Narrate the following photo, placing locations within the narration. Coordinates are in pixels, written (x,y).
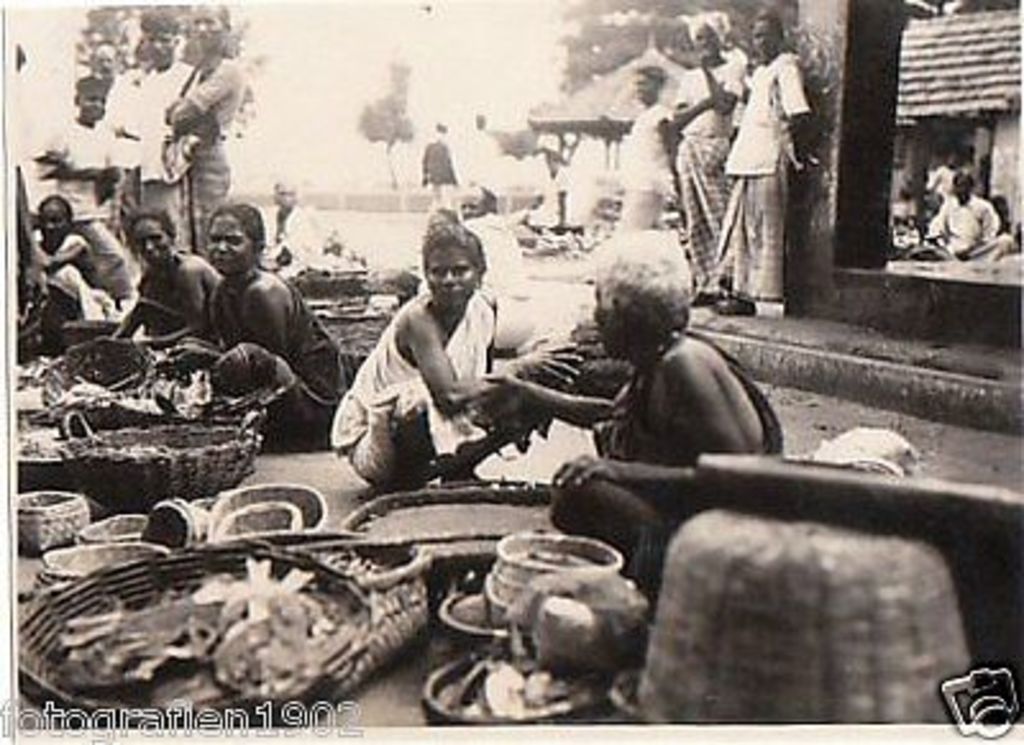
In this image there are people (663,388) sitting on the road (834,414). Beside them there are few objects (554,564). On the right side of the image (764,214) there are people (758,159) standing in front of the building (866,272). In the background of the image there are trees (386,118). There is some text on the left side of the image (331,718).
